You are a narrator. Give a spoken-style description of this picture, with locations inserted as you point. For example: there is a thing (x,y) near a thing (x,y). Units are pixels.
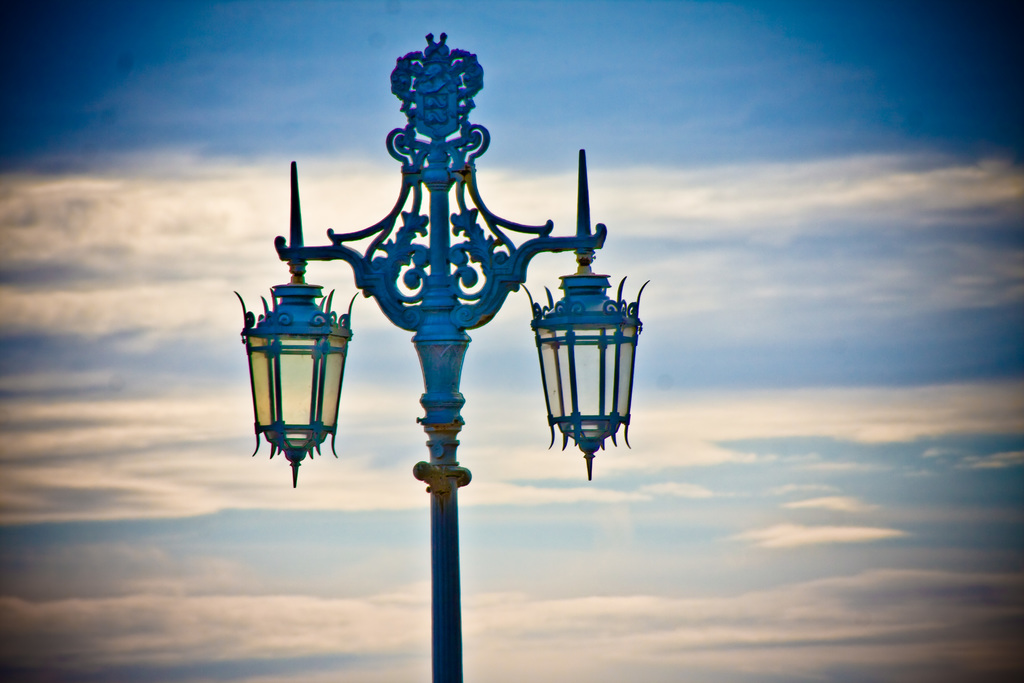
In this picture we can see a pole (444,541), lamps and we can see sky (665,586) in the background (463,577).
